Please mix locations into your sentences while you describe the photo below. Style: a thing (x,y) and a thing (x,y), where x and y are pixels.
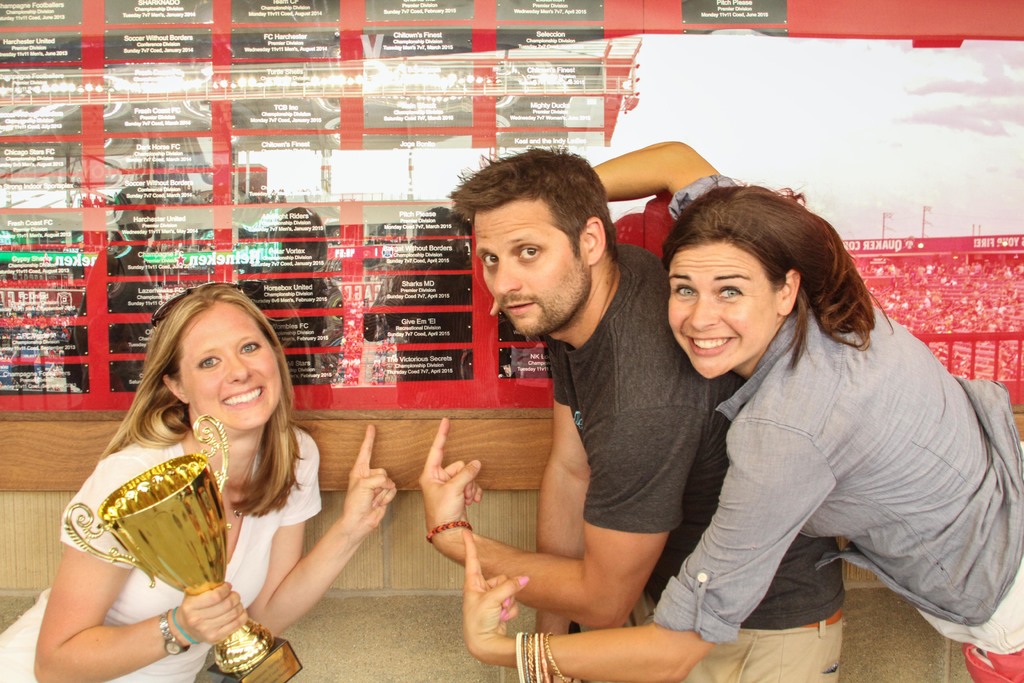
In this image we can see three persons (833,357) standing. One woman (226,382) wearing a white shirt (230,571) is holding a cup (199,593) in her hand (217,623). One person (623,414) is wearing black t shirt (655,369). In the background (910,320), we can see a notice board (395,404).
